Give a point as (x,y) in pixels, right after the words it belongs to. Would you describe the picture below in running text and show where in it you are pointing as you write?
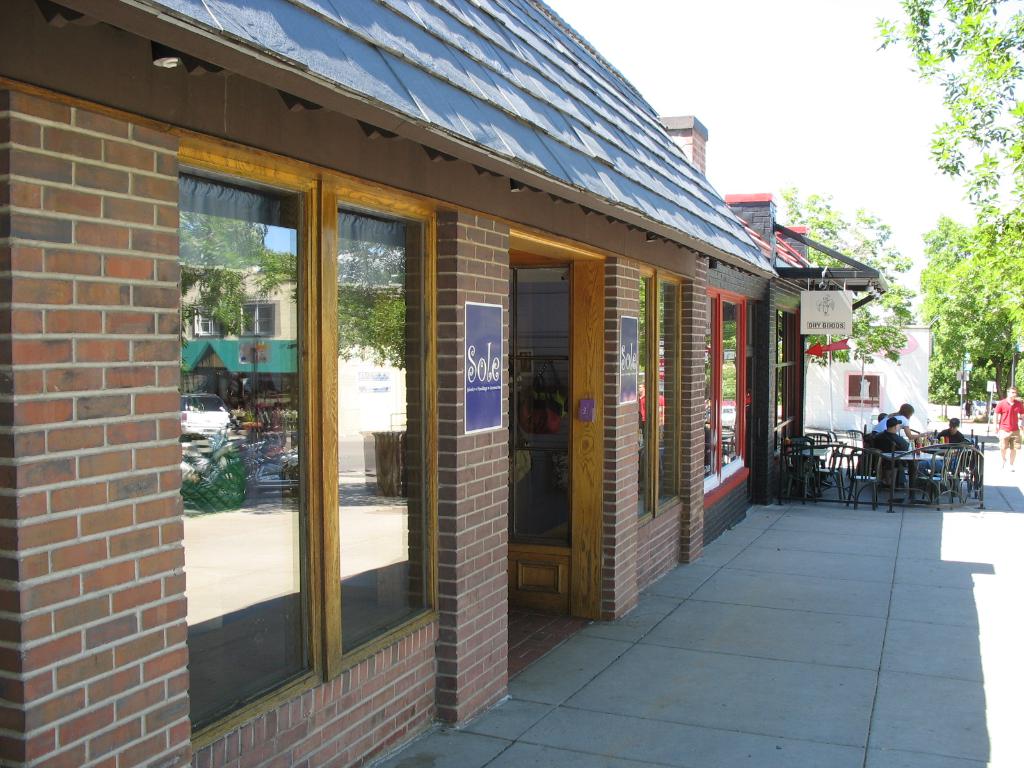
In this image we can see the buildings (593,500), there are chairs (882,463), people (882,431), trees (845,352), posters (477,371) and a table (902,456) with some objects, also we can see the poles (829,356) with boards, in the background (785,73), we can see the sky (786,68).
